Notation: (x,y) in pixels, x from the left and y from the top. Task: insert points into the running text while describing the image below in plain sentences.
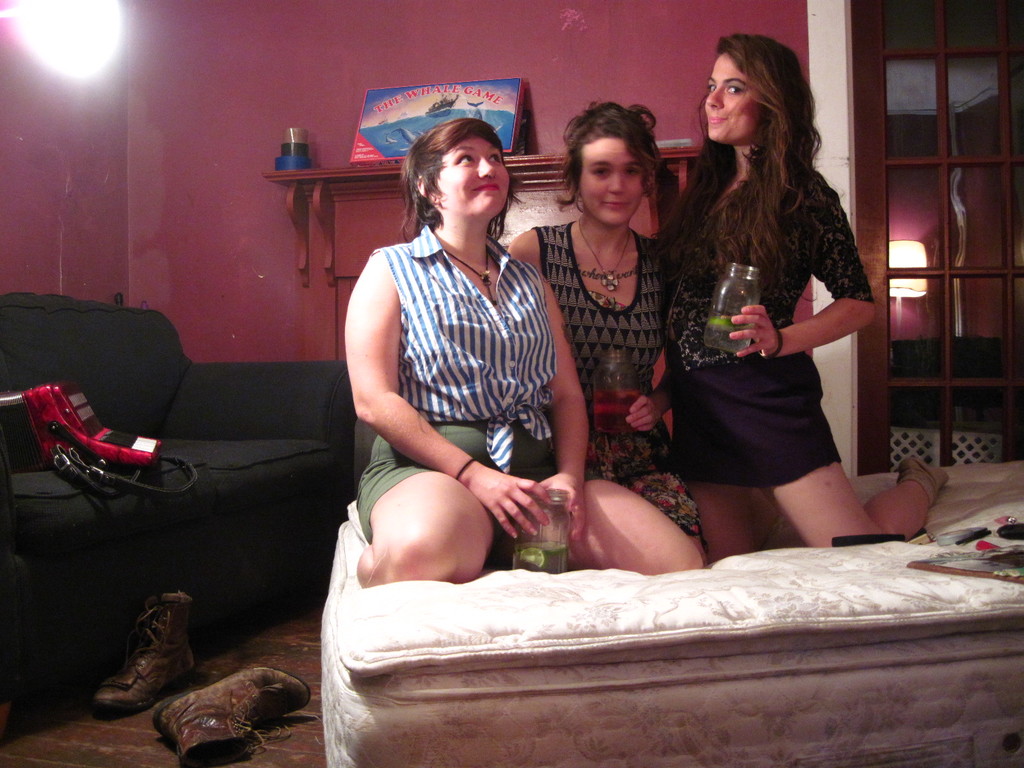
There are 3 people (466,443) sitting like squat position. They are holding a bottle (735,342). We can see in the background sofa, light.
